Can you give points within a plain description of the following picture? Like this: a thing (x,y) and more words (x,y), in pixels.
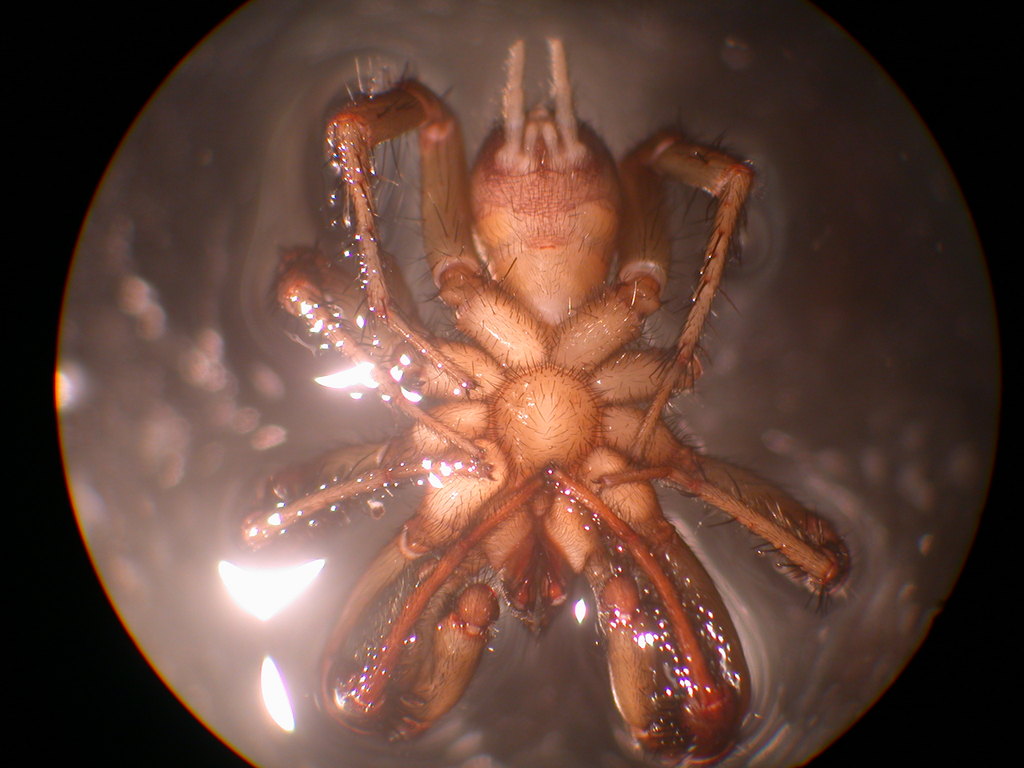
In this picture there is a spider (408,411) in the water (819,420).
